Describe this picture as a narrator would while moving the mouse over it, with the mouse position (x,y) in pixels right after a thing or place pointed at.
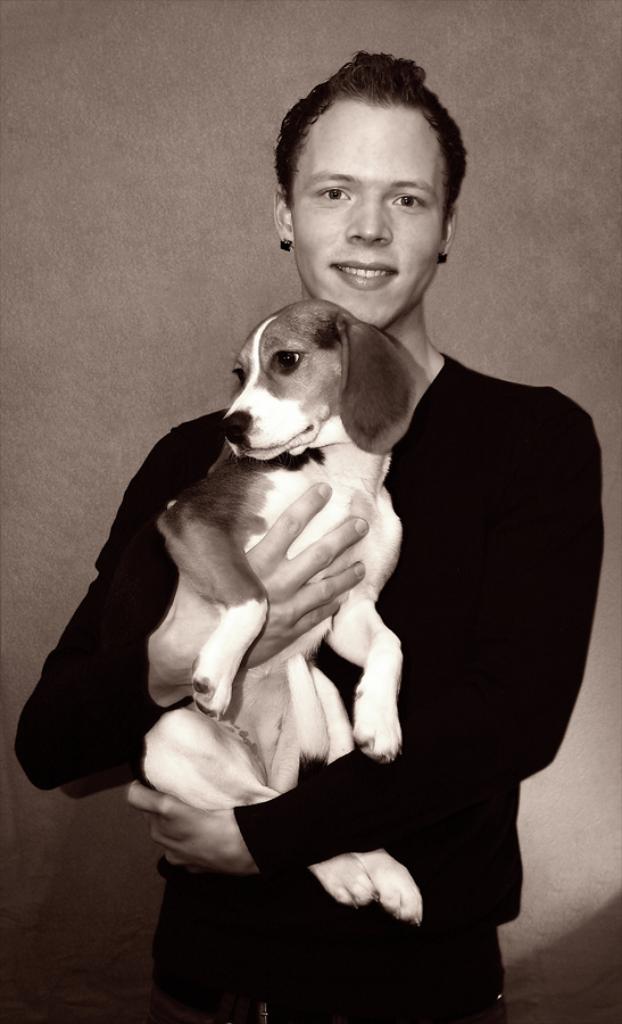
In this image we can see a man (216,1023) standing in the center (412,506). He is holding a dog (275,438) in his hand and he is smiling.
